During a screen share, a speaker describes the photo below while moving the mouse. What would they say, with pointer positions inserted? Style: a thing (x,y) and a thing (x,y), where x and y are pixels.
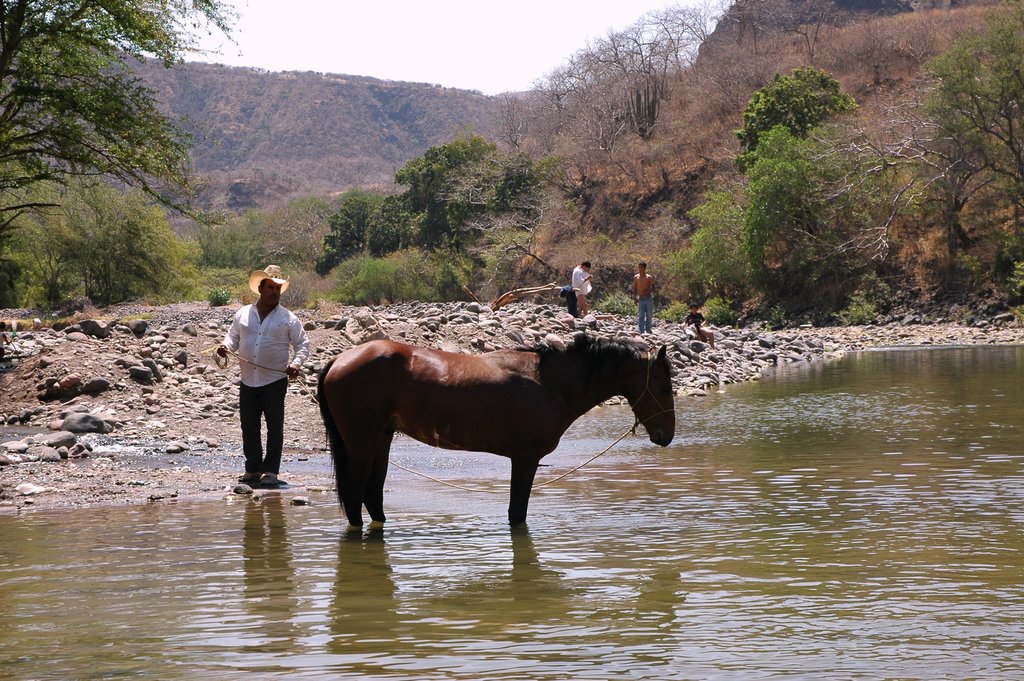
In this picture we can observe a brown color horse (464,401) standing in the water (413,545). There is a person (254,455) standing behind this horse (369,380) wearing cream color hat (277,276) on his head (268,285). We can observe some stones (382,331) on the land (716,333). There are some people (645,298) standing. In the background (452,239) there are trees (462,208) and hills (520,106). We can observe a sky (371,47).
